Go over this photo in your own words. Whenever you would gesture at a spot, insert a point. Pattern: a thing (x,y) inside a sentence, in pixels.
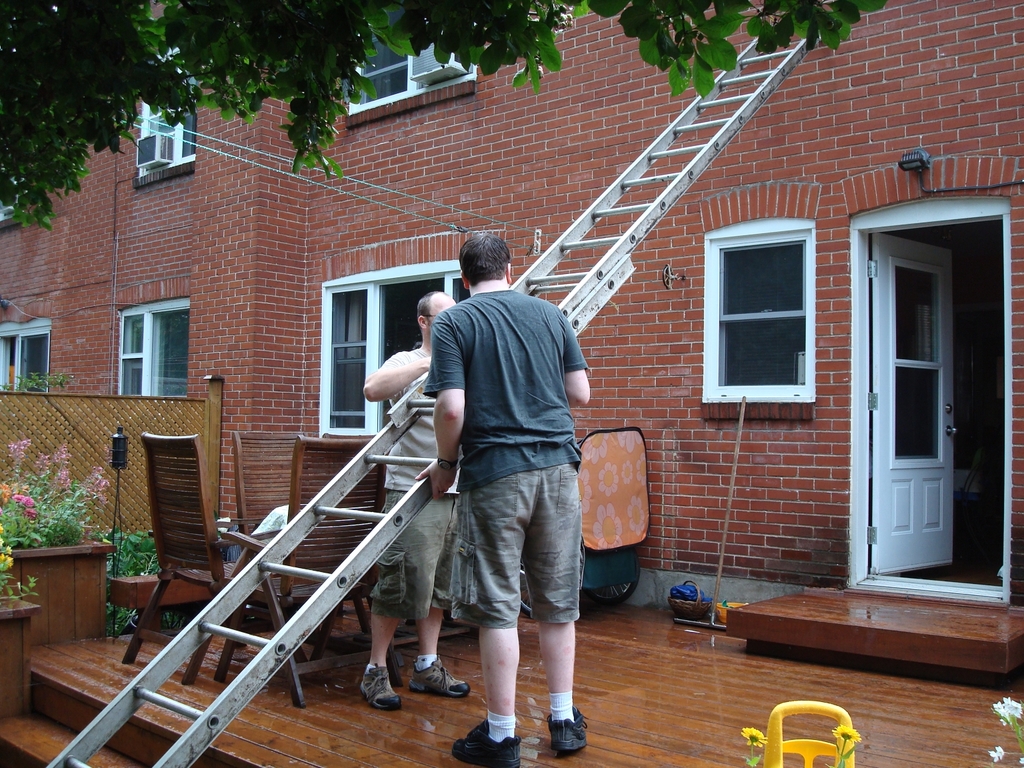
In this image there are two men (430,436) standing on the floor (424,718) by holding the ladder (315,514). Beside them there is a building (294,247) to which there are windows (160,383). On the right side (920,474) there is a door (916,446). Beside the ladder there are chairs (251,490). On the left side (55,566) there are flower pots (40,544).
